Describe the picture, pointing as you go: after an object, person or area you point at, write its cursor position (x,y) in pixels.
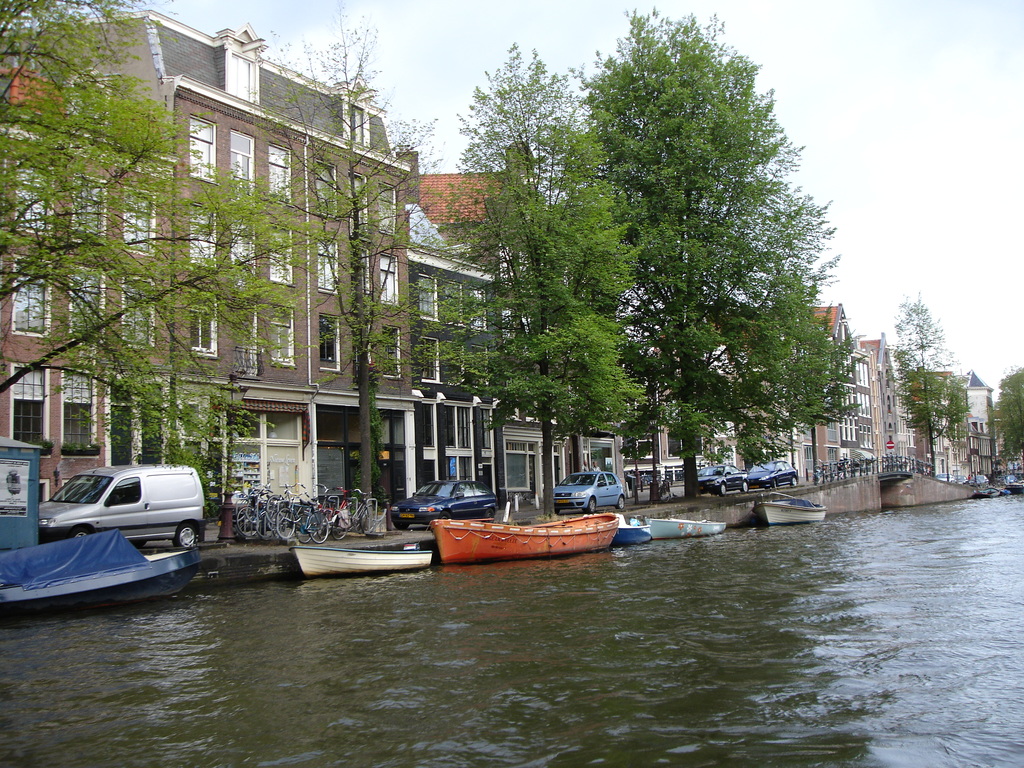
In this image I can see few boats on the water (941,561), background (970,308) I can see few vehicles (1009,477), trees (364,371) in green color, buildings (435,364) in brown, gray and cream color and the sky (544,33) is in white color.
